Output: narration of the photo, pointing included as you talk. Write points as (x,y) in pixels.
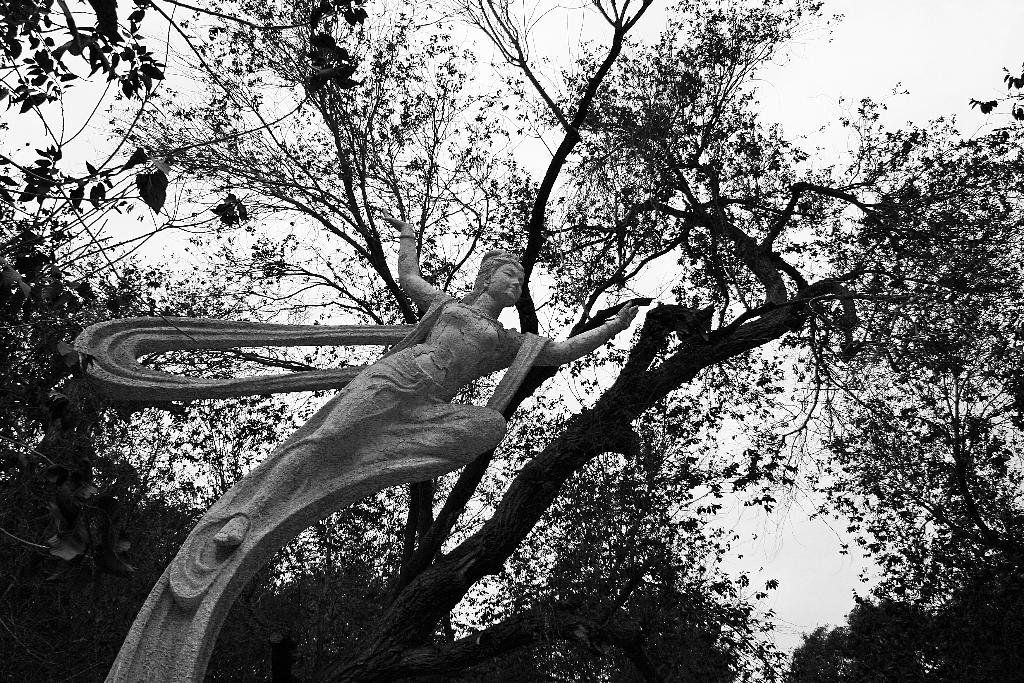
This picture shows a statue (335,416) and we see trees (46,155) and a cloudy sky (778,118).
